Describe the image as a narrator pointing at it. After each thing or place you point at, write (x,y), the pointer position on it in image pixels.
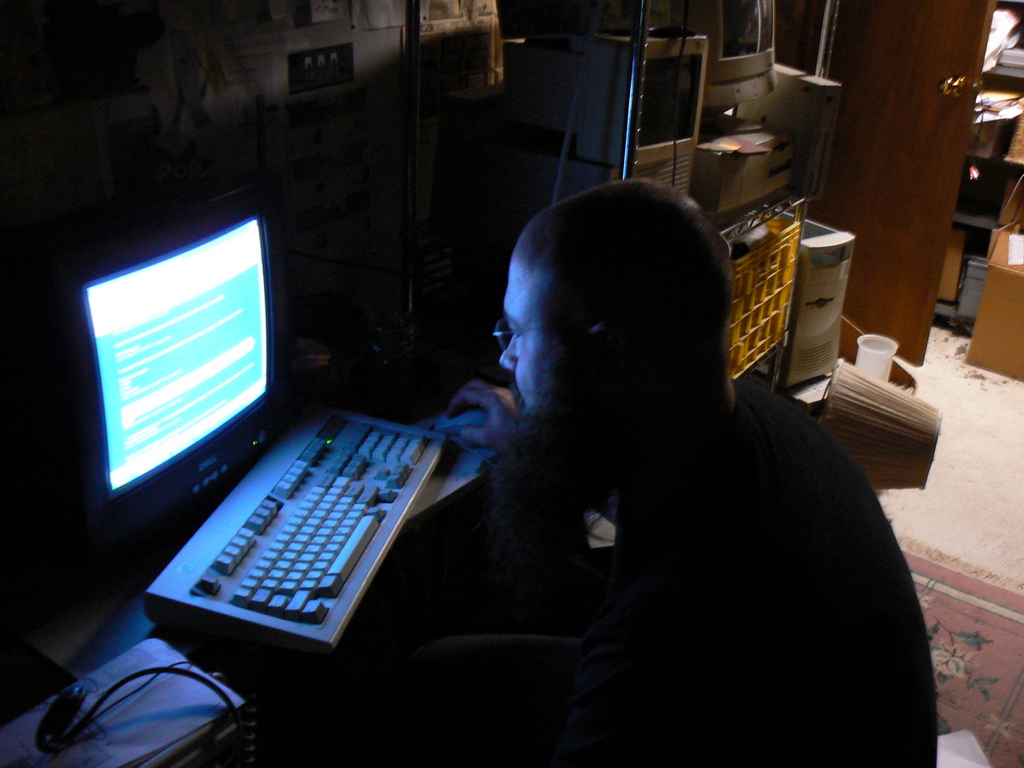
In this image we can see a man (745,570) sitting. There is a table (44,578) and we can see a computer (234,479), keyboard (241,507), mouse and some objects (88,687) placed on the table (445,486). In the background (659,162) there are computers (791,135) and a door (904,248). We can see papers (348,72) pasted on the wall (330,199). On the right (986,368) there is a cardboard box (997,330).
